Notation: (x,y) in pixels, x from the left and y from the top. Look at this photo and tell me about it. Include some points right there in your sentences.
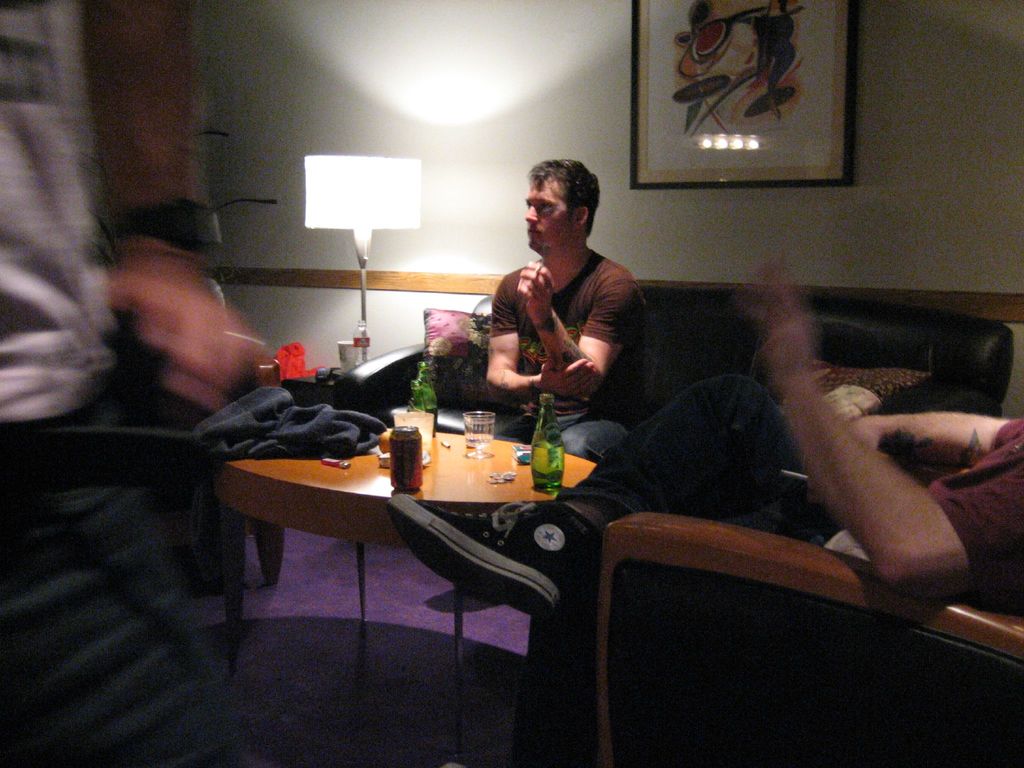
In this Image I see 3 persons (51,339), in which these 2 are sitting on sofa (987,351) and there is a table (518,498) in front of them on which there is a glass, a bottle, can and other things (421,422). In the background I see the lamp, a frame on the wall (526,130).
